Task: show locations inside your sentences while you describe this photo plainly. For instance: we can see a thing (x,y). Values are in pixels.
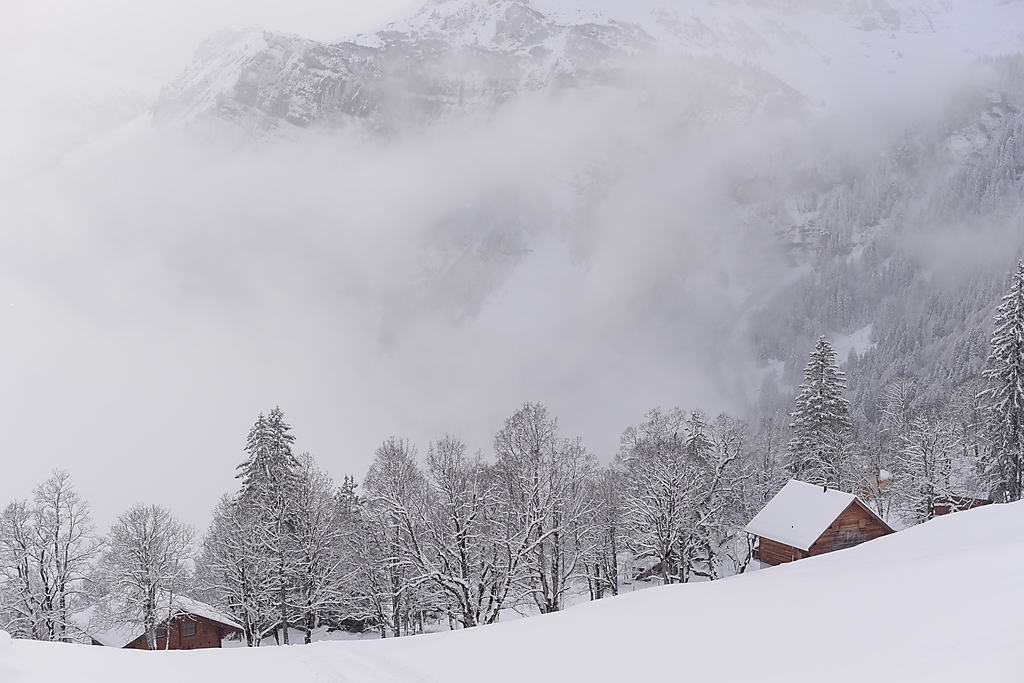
This picture is taken from outside of the city. In this image, on the right side (871,523), we can see a house (824,486) which is filled with snow (809,511). On the left side (180,622), we can also see another house (163,647) which is filled with snow (122,625). In the background (271,556), we can some trees (857,460) and plants (521,527) which are filled with snow (950,427). In the background (833,125), we can see some mountains (811,193). At the bottom (900,612), we can see a snow (763,615).
